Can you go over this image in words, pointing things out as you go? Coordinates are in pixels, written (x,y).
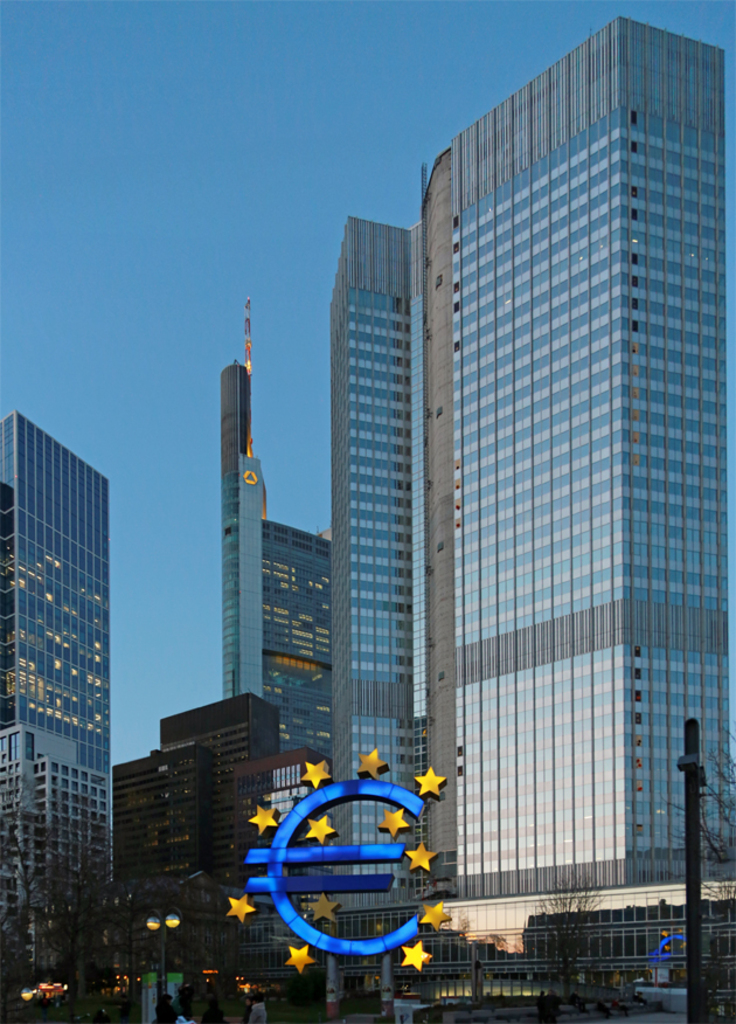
This is an outside view. Here I can see some buildings (398,662). At the bottom of the image (214,1008) there are some trees (66,968), persons (174,1022) and some poles (694,982). On the top of the image (192,112) I can see the sky (190,251) in blue color.
